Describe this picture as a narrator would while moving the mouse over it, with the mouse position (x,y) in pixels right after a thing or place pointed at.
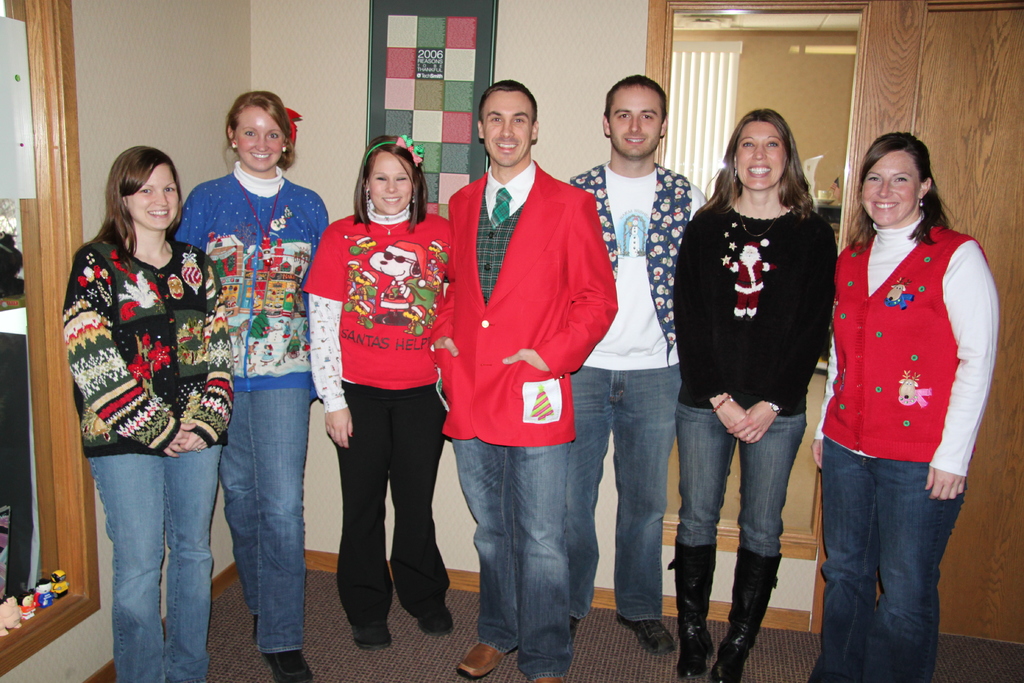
In this image I can see in the middle (668,244) a group of people (680,450) are standing and laughing. On the left side (79,164) it looks like a mirror (65,42) and on the right side (1017,44) there is the door (1012,179).
